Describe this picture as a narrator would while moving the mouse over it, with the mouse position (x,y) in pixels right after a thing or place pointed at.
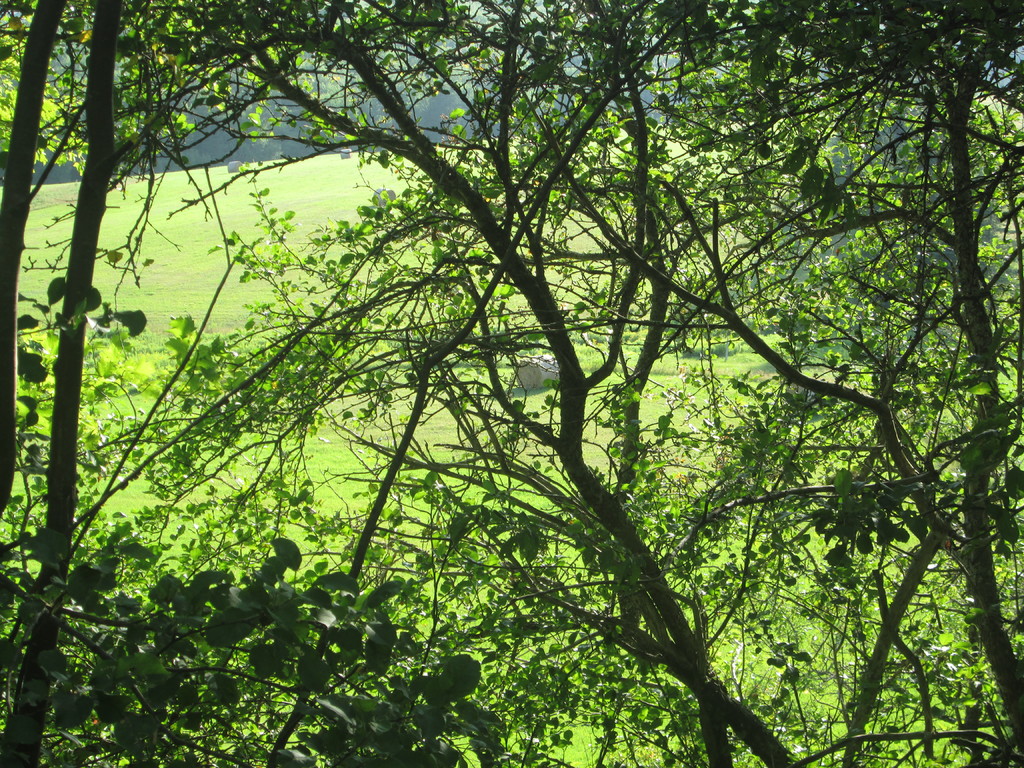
In this picture I can see trees (460,357), and in the background (279,193) there is grass (590,367).
